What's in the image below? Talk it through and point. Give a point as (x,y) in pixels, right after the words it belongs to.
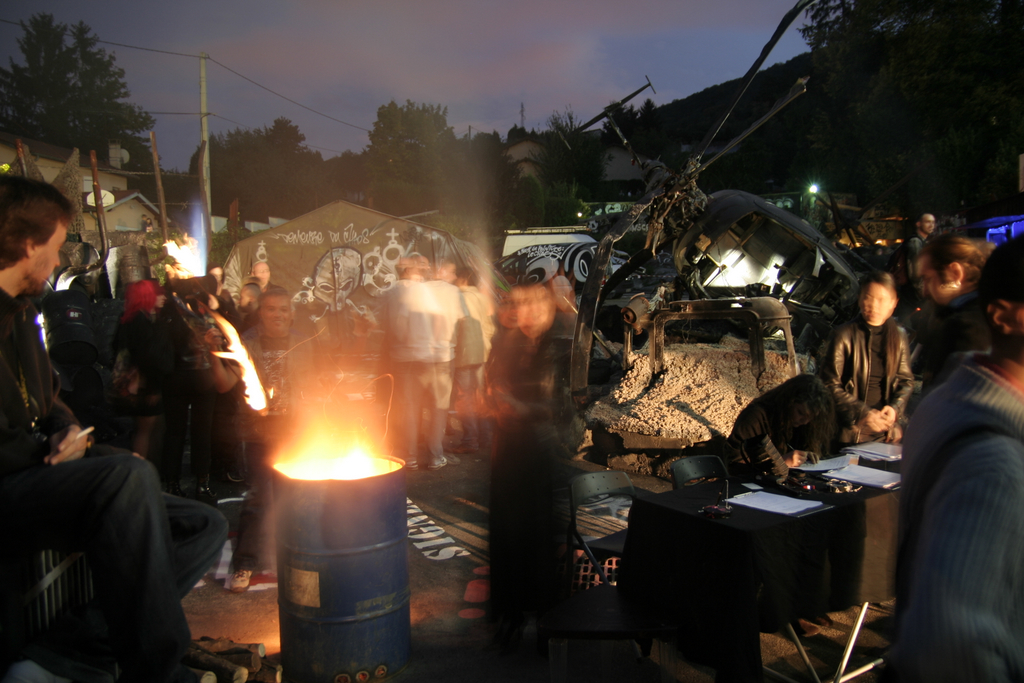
In this image we can see the houses (136,203), one pole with wires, some poles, some people (969,385) are standing, some people (1007,517) are walking, one drum (347,503) with fire (353,453), one light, one table (675,503) with black table cloth (696,532), some trees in the background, one banner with text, some papers (770,503) on the table (762,486), some objects (710,506) on the table (842,542), some sand (691,427) on the ground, some chairs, some objects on the ground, one man (78,471) sitting and holding a cigarette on the left side of the image (174,577). One person (770,447) sitting on the chair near the table (686,512) and writing. At the top (181,123) there is the sky (206,50) and the image is blurred.
